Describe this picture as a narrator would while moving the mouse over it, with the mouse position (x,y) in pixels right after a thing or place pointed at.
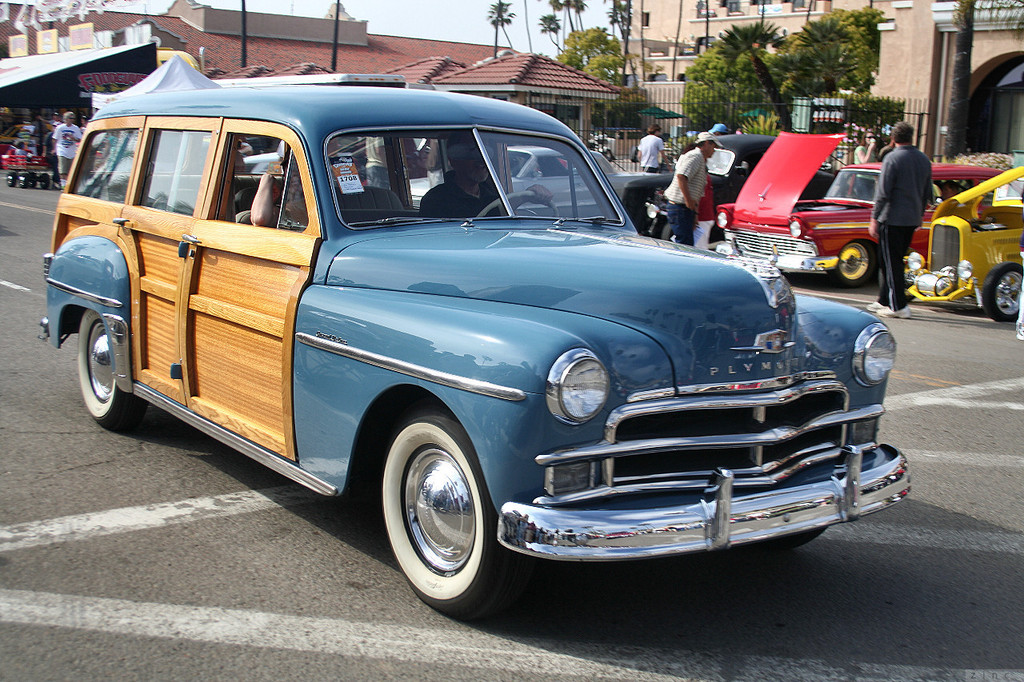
In this image there are cars (768,277) and we can see people (868,141). In the background (632,56) there are buildings (669,17), trees (635,91) and sky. There are grilles (882,114). On the left (94,94) we can see a tent (68,75).
